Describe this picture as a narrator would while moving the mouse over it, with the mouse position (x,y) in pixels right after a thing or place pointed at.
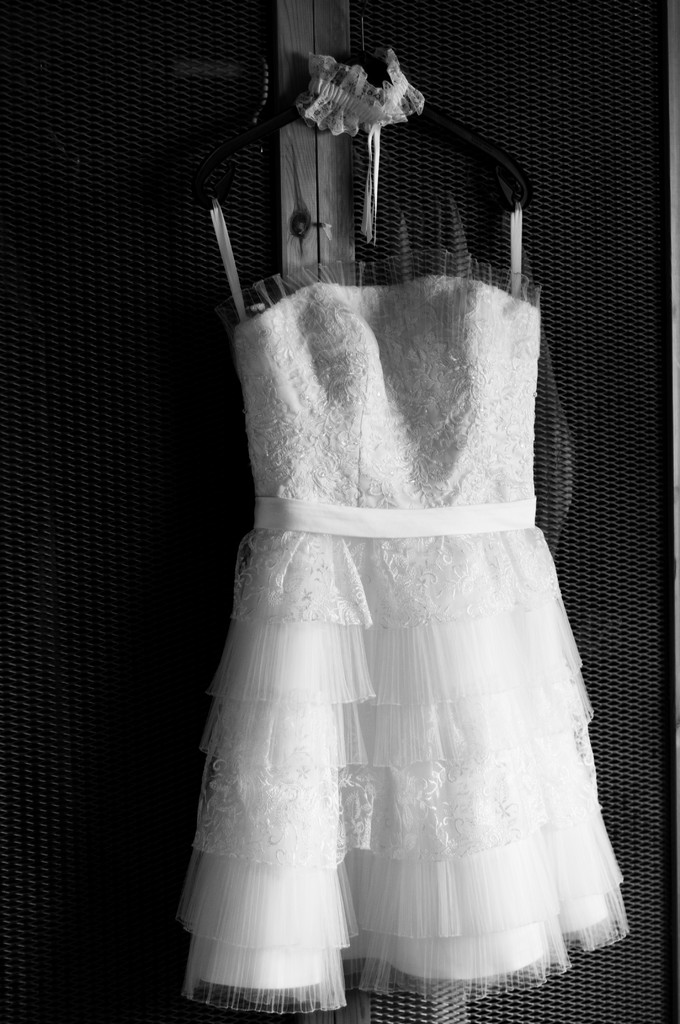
This is a black and white picture of a frock (436,369) hanging to a wall (64,176).
